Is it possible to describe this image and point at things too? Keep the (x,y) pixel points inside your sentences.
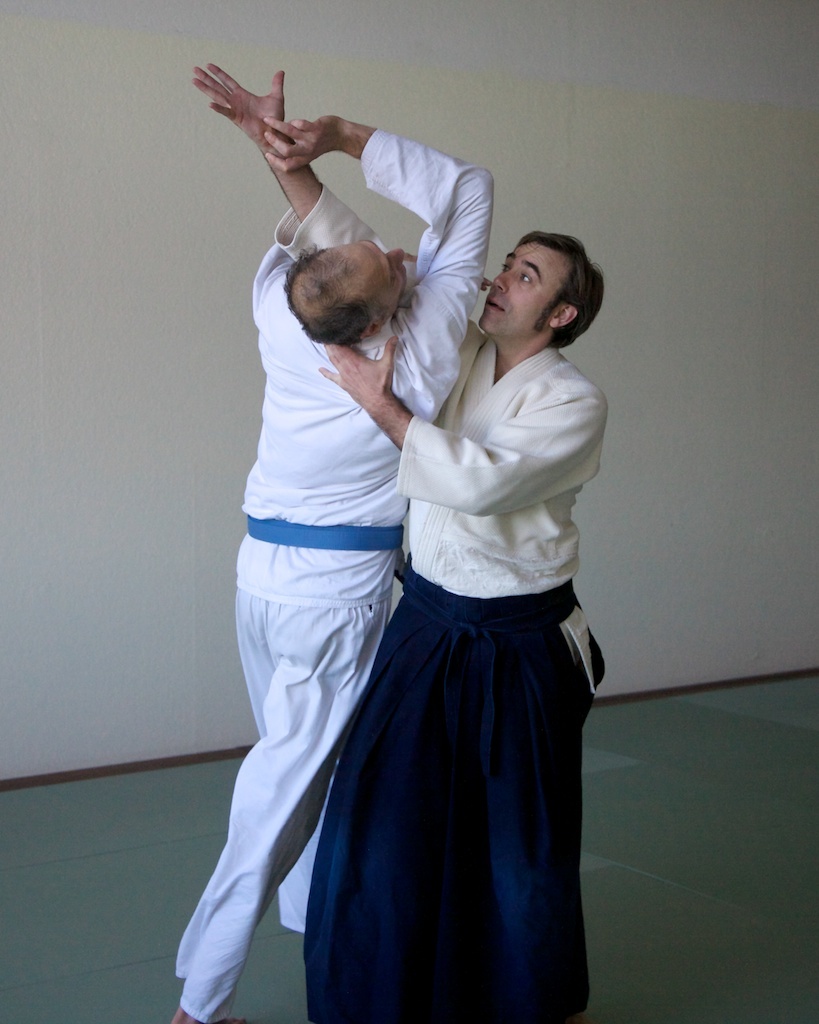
In this image I can see two persons (483,487) standing, the person (286,414) at left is wearing white color dress (352,489) and I can see the white color background (143,124).
